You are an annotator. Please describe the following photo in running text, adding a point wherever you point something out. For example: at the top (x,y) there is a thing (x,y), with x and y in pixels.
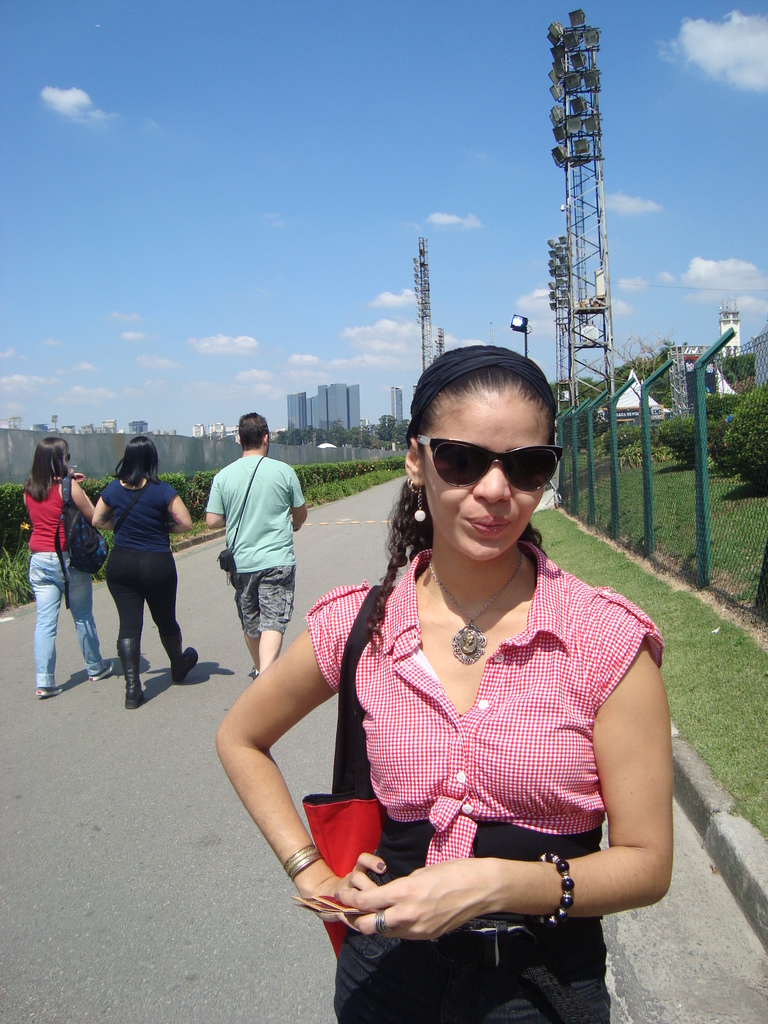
In the center of the image (456,548) a lady (500,711) is standing and wearing goggles (444,466), bag (362,812). On the left side of the image (136,582) we can see three persons (167,505) are walking and carrying bags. In the background of the image (603,555) we can see the mesh (634,432), grass (582,505), towers (562,94), buildings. At the bottom of the image (214,915) we can see the road (277,915). At the top of the image (338,182) we can see the clouds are present in the sky (9,131).
